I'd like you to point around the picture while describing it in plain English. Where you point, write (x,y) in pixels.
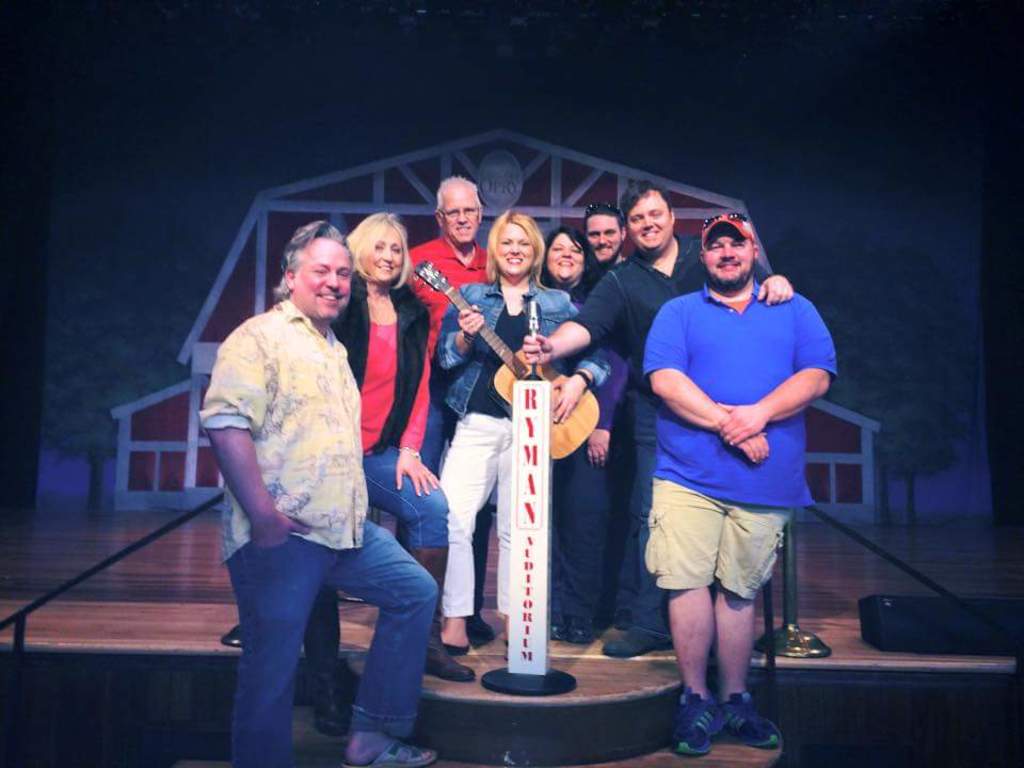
In this image there are group of people (442,391) standing, a person (527,266) holding a guitar (586,408), a person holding a microphone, which is on the stand (561,689), and at the background (989,651) there is a speaker (984,627) on the stage (987,576).
